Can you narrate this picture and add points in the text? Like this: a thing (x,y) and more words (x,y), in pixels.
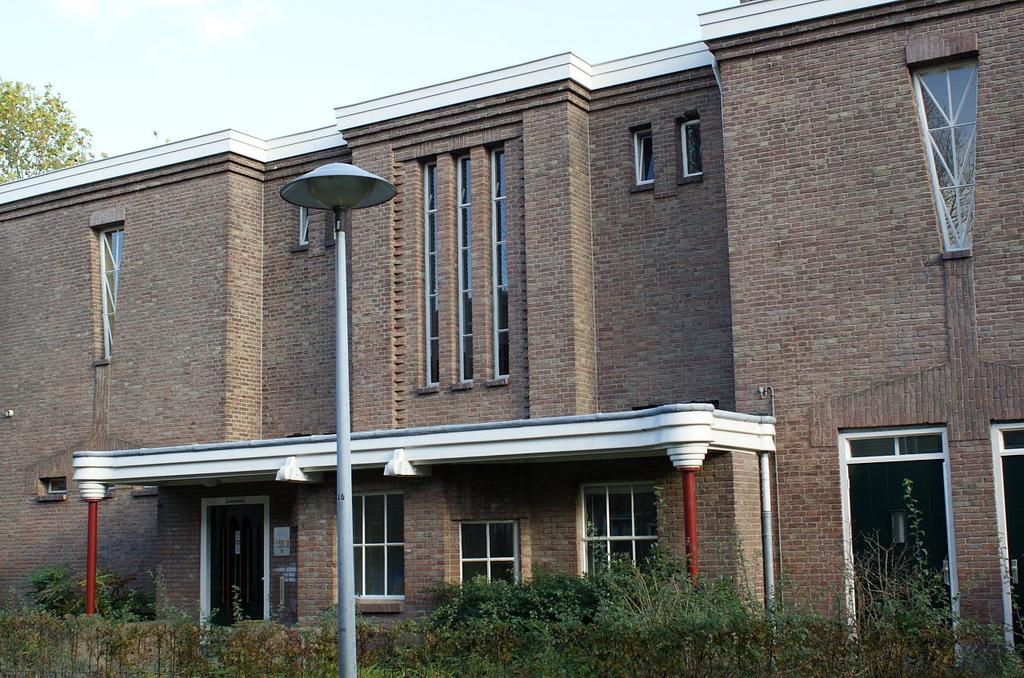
In this image there is a building (430,441) in the middle of this image, and there are some plants (235,650) in the bottom of this image (378,632). There is a pole (344,556) as we can see in the middle of this image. There is a tree (49,114) on the top left side of this image (10,127).
